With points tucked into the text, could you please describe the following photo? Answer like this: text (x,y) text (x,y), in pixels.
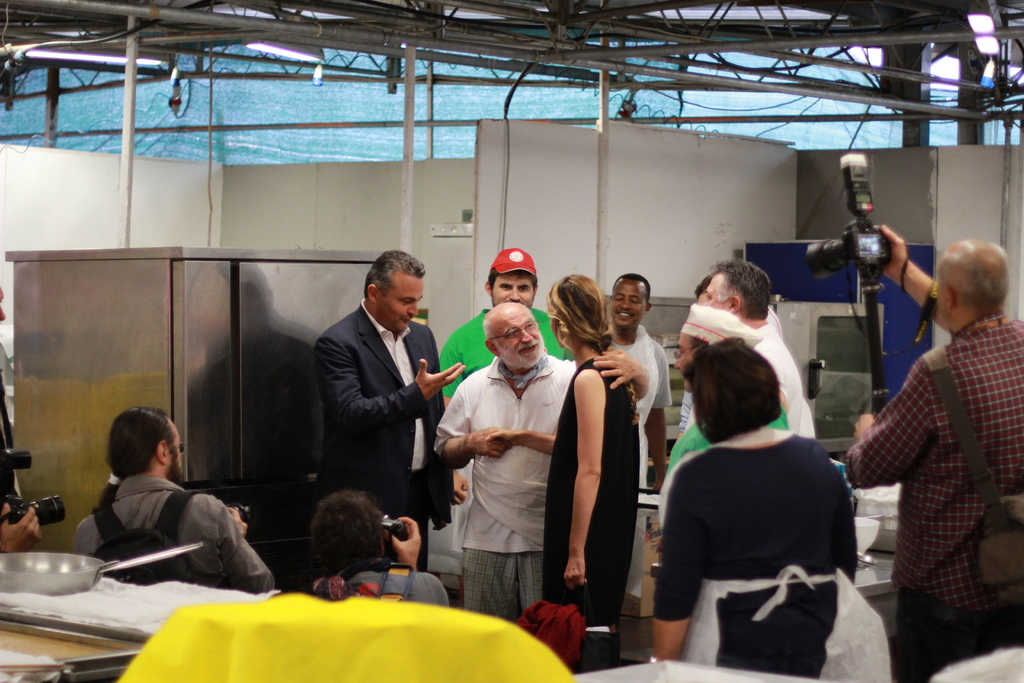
In this image, there are a few people (732,386). Among them, some people (1003,388) are holding some objects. We can see some metal objects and the wall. We can see some poles (610,31) and the roof (595,22) with shed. We can see some lights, containers (18,572) and some objects (516,678) at the bottom (889,544).
